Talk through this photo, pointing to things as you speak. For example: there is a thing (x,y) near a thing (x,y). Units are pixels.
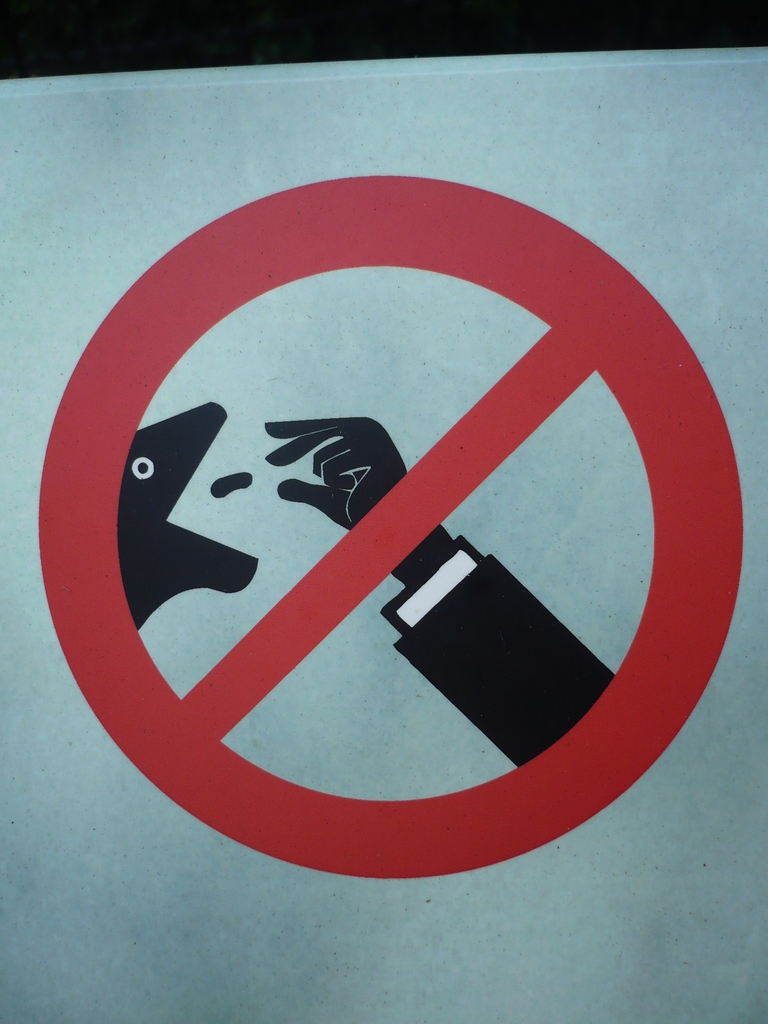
In this picture I can see the sign board (239,167) in front (696,558) and I see that it is dark on top of this picture (363,37).
